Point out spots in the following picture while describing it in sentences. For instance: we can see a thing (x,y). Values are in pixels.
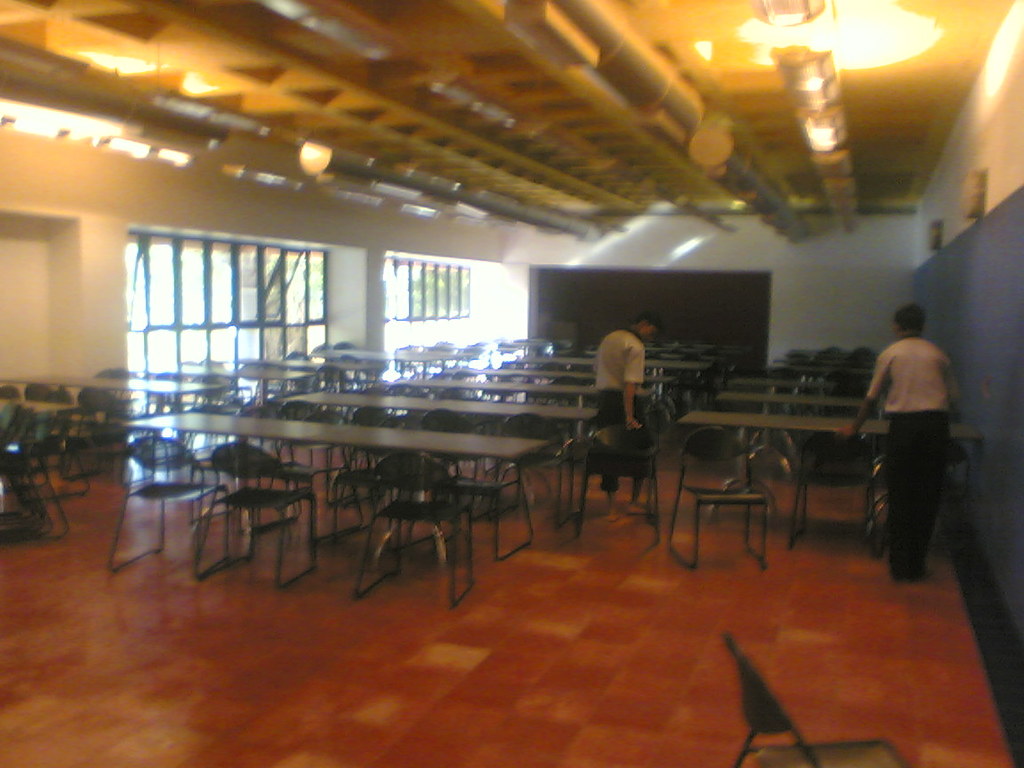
In this image I see lot of chairs (22,511) and tables (237,420) and I also see that there are 2 boys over here. In the background (687,329) I see the windows (179,233), wall (583,245) and the board (674,285).
